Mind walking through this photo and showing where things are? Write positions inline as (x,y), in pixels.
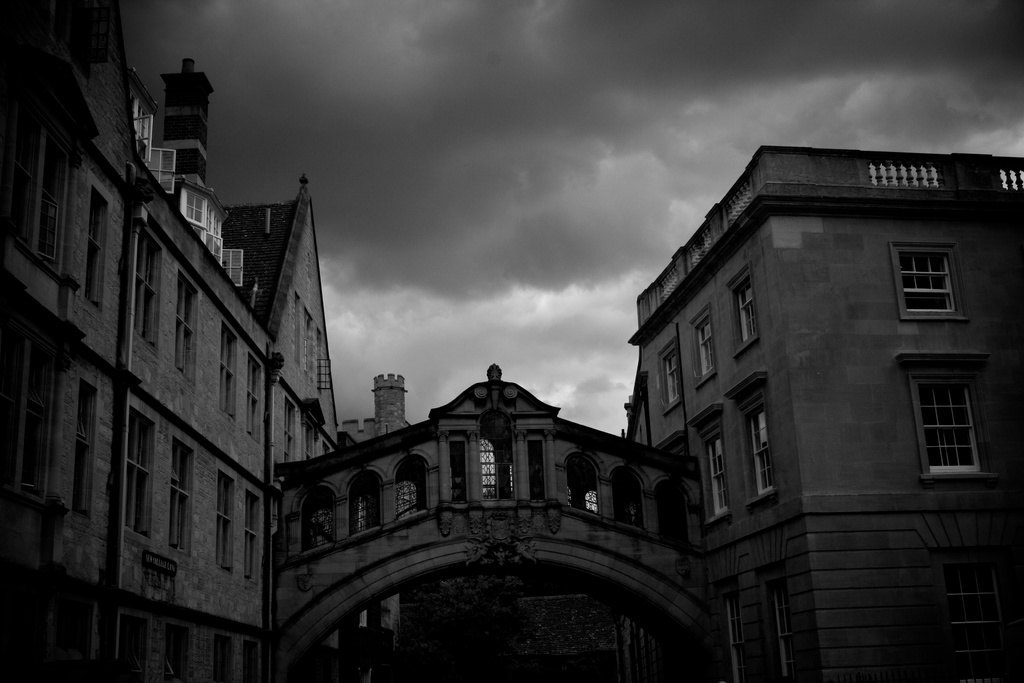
In this image we can see there is a big building (902,268) along with connecting bridge (384,589) in between.
